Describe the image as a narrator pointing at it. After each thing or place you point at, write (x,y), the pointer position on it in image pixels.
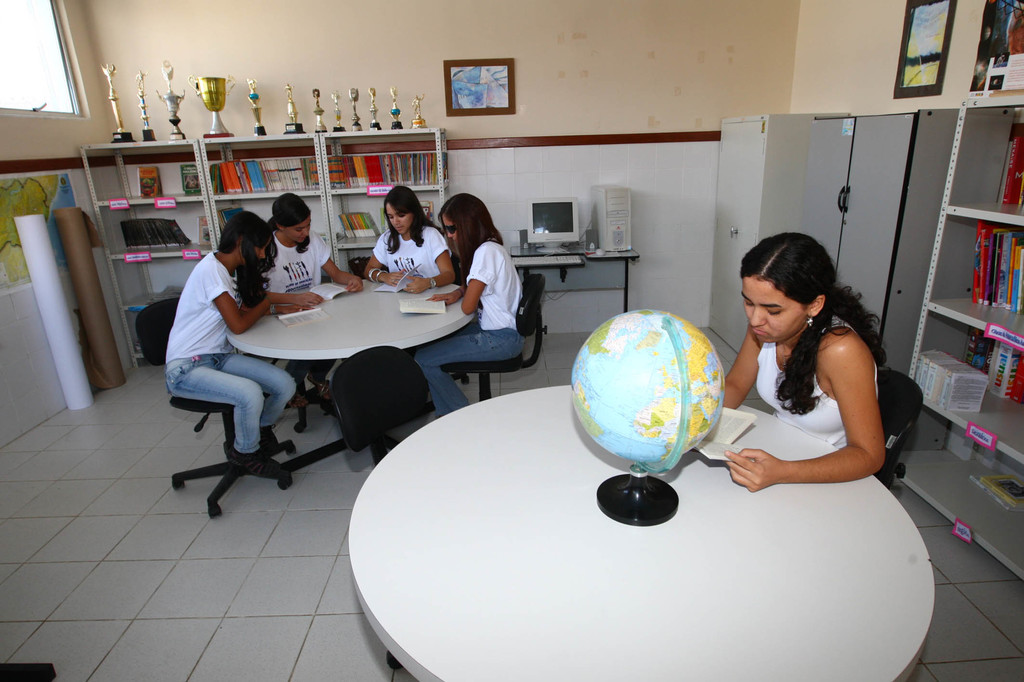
This is a picture taken in a room (343,502), there are a group of people (498,258) sitting on chairs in front of these people (301,290) there is a table (444,473) on the table (387,528) there are books (418,312), globe (611,405). Behind the people (295,253) there are shelves (997,309) and lockers (803,205) and in the shelves (979,214) there are books (309,183) on top of the shelves (378,211) there are trophies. Background of the people (470,256) is a wall (625,89) with photos (491,95).
